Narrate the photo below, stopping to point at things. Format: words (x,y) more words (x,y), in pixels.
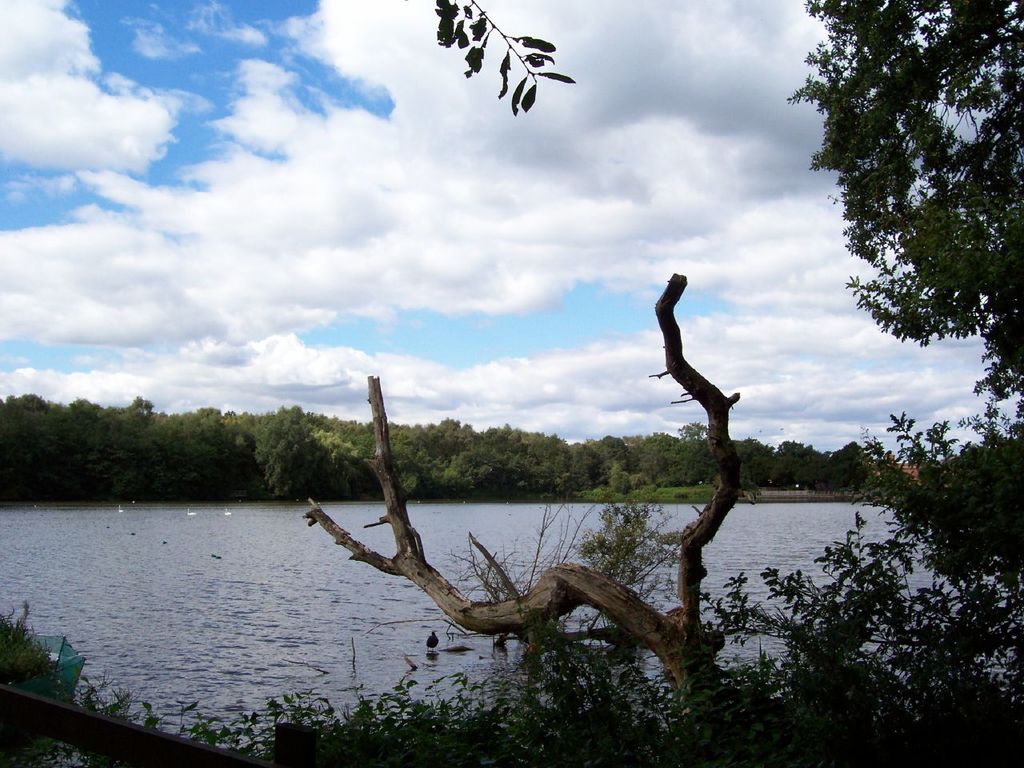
In this image I can see trees (647,574), fence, plants (526,665) and flocks of birds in the water (370,588). In the background (629,29) I can see the sky (358,81). This image is taken may be near the lake (569,530).
